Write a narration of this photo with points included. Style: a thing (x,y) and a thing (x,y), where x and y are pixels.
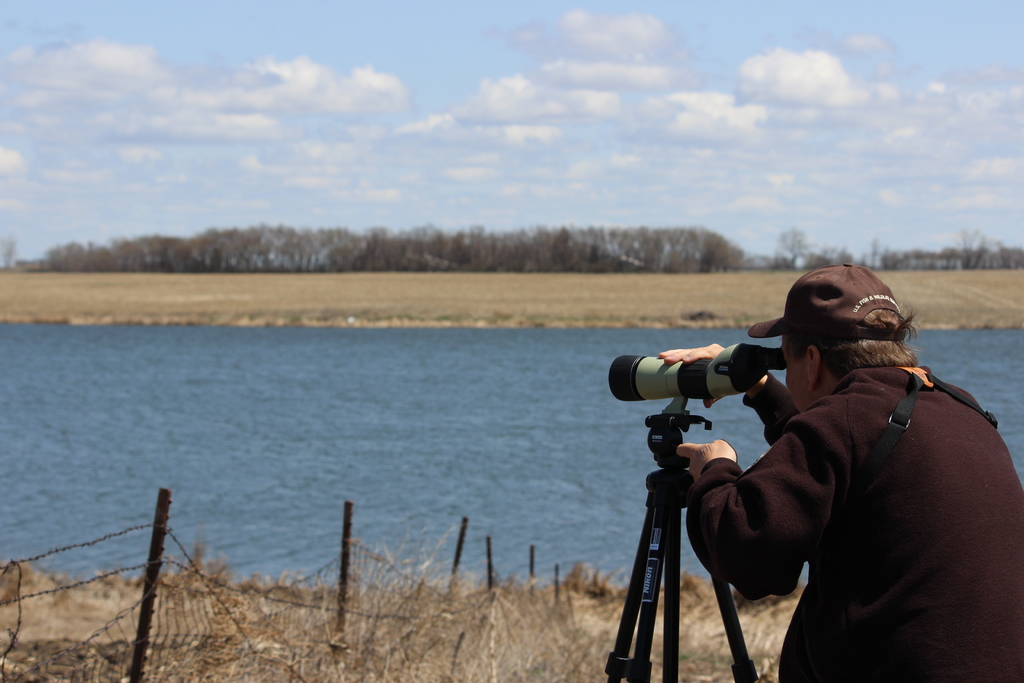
In this image there is a person (906,471) standing on the ground (757,660). The person (857,311) is wearing a cap (851,307). In front of the person (707,483) there is a spotting scope (688,387) on the tripod stand (648,594). To the left (120,604) there is a fence (149,608) on the ground (99,619). Behind the fence (416,582) there is the water (356,398). In the background (503,256) there are trees (570,256) on the ground (487,273). At the top (461,123) there is the sky (514,126).
